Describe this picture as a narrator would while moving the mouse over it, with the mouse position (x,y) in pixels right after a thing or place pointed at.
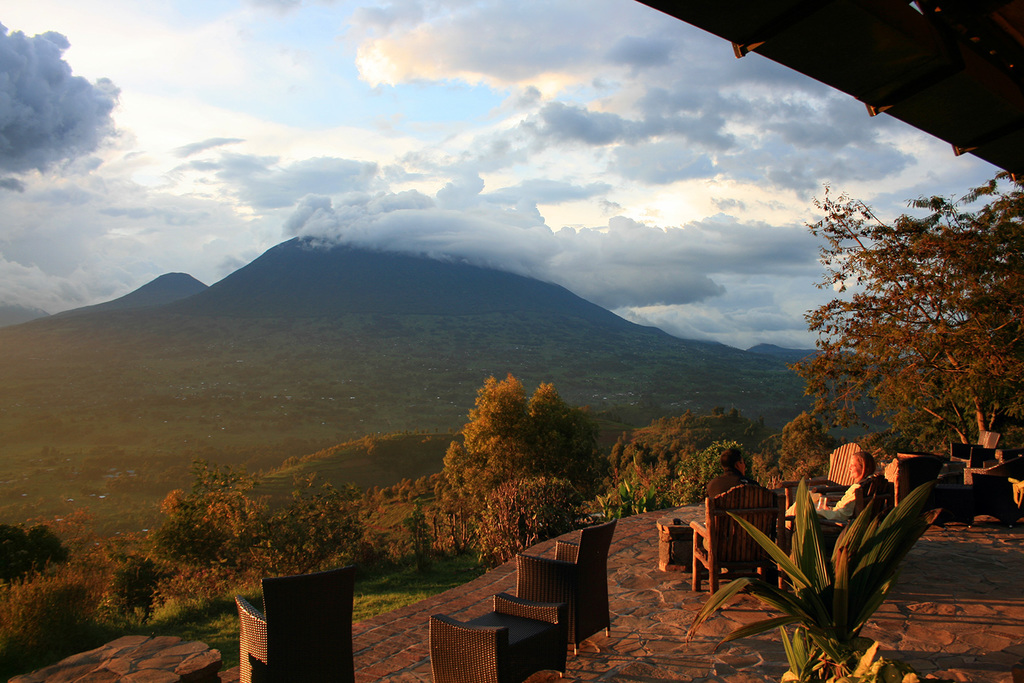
In this image we can see some mountains (151,352), trees (306,565), grass (361,576) and the sky (327,228) which looks cloudy. On the right side (820,632) we can see a plant (831,571), a man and a woman (836,515) sitting on the chairs (787,517). We can also see some empty chairs (276,681) on the floor (697,636).
